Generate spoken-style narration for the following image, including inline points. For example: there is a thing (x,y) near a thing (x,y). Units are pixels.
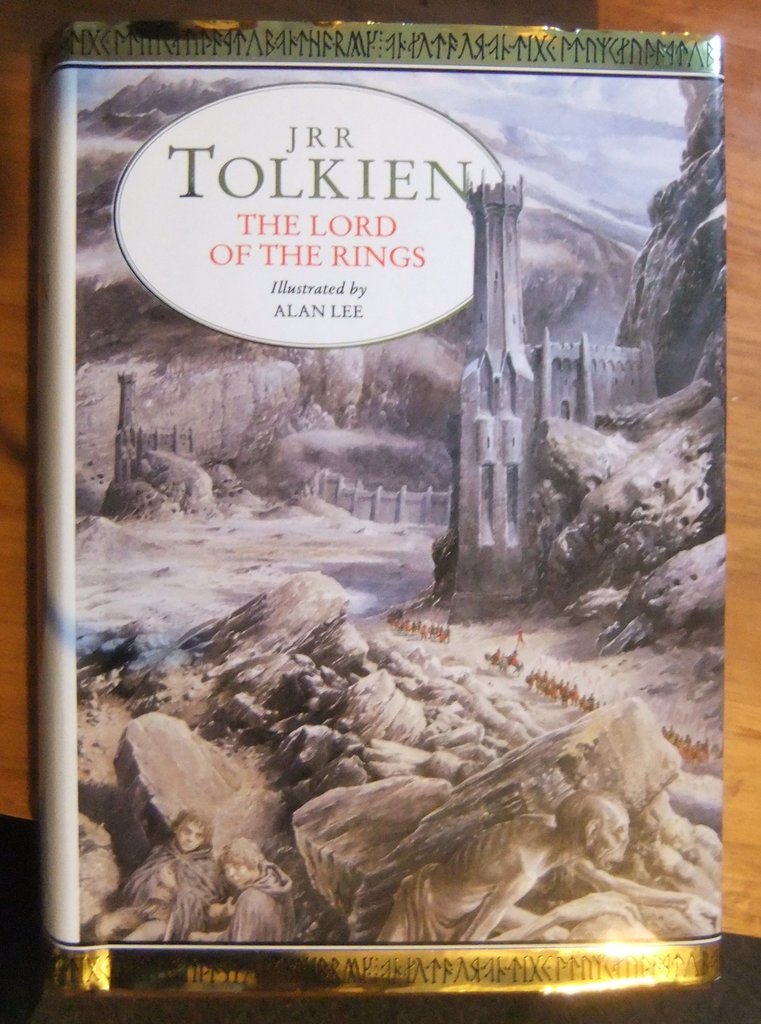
In this image we can see a book (514,639) and there is text (251,256) at the top (225,164), we can see rocks (606,589). It looks like a wooden object (23,329) in the background (23,329).
